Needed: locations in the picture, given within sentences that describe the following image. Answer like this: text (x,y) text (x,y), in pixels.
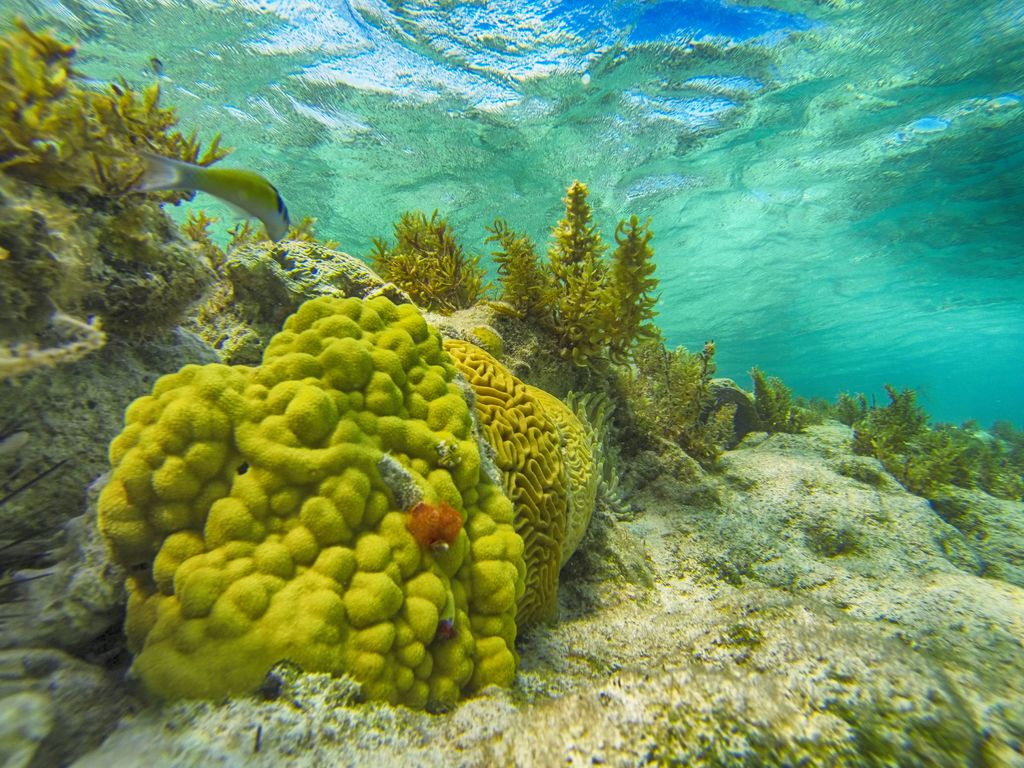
In this image there is a fish (278,221), water (505,160) and underwater plants (453,272).
